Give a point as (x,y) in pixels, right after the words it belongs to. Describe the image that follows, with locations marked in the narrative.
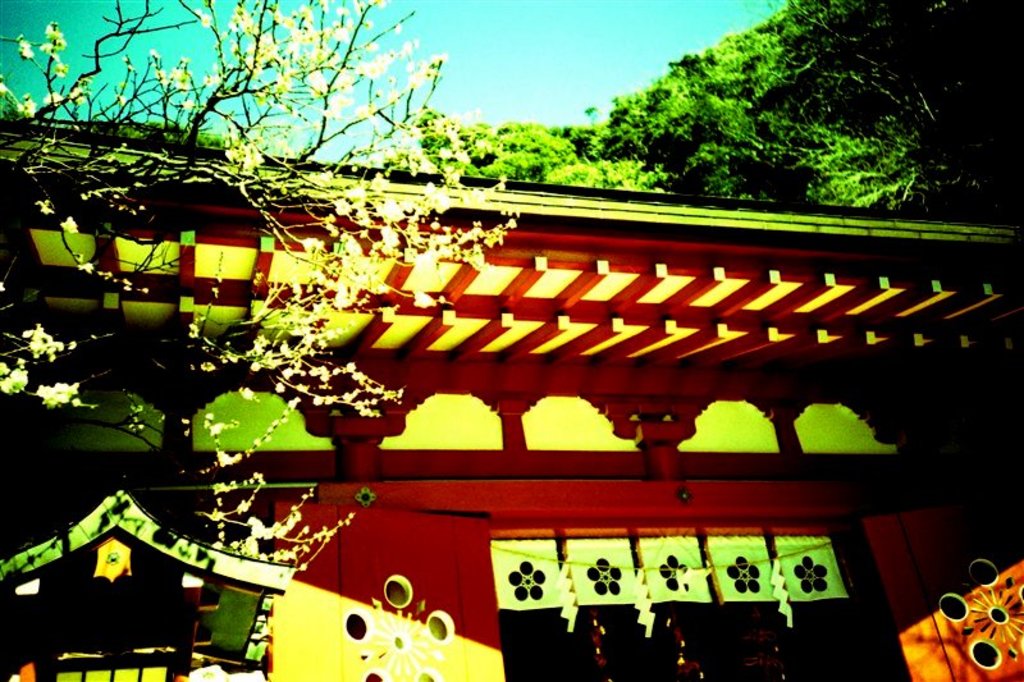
In this picture we can see a few flowers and stems (334,254) on the left side (336,175). We can see a building (658,312) and trees (698,86) in the background (816,66). Sky (493,63) is blue in color.
